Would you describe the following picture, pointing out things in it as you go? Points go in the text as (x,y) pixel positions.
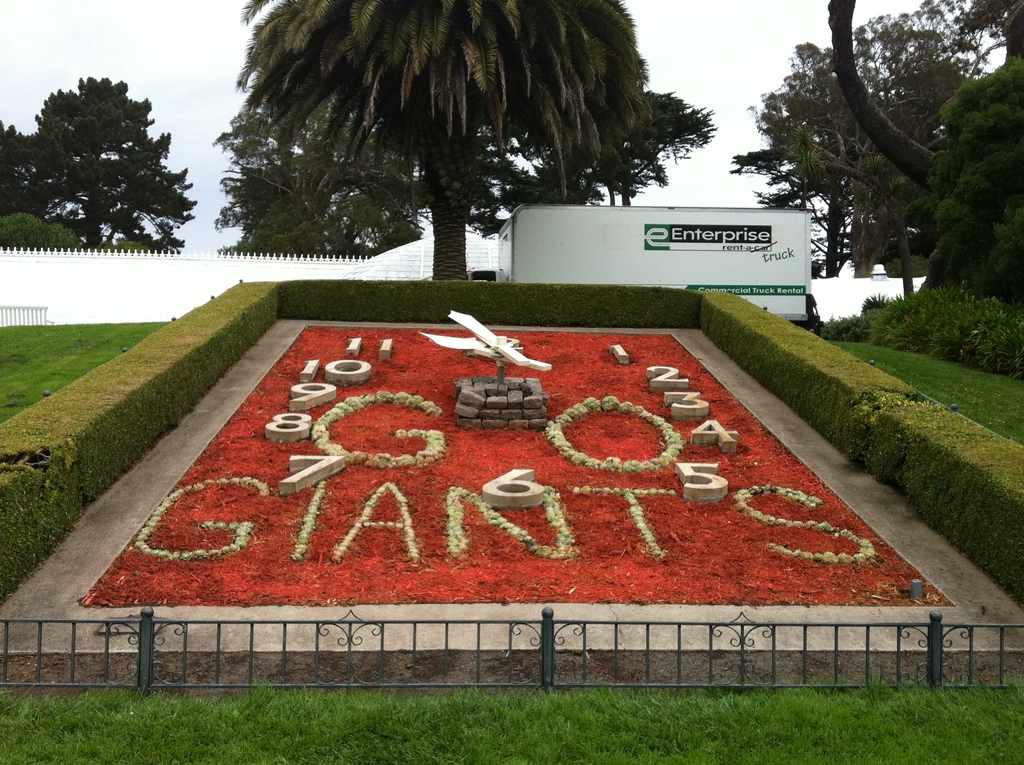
In this image there is a floral clock (639,482). There is grass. There are trees (376,128). There is a board (693,247). There is a sky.
